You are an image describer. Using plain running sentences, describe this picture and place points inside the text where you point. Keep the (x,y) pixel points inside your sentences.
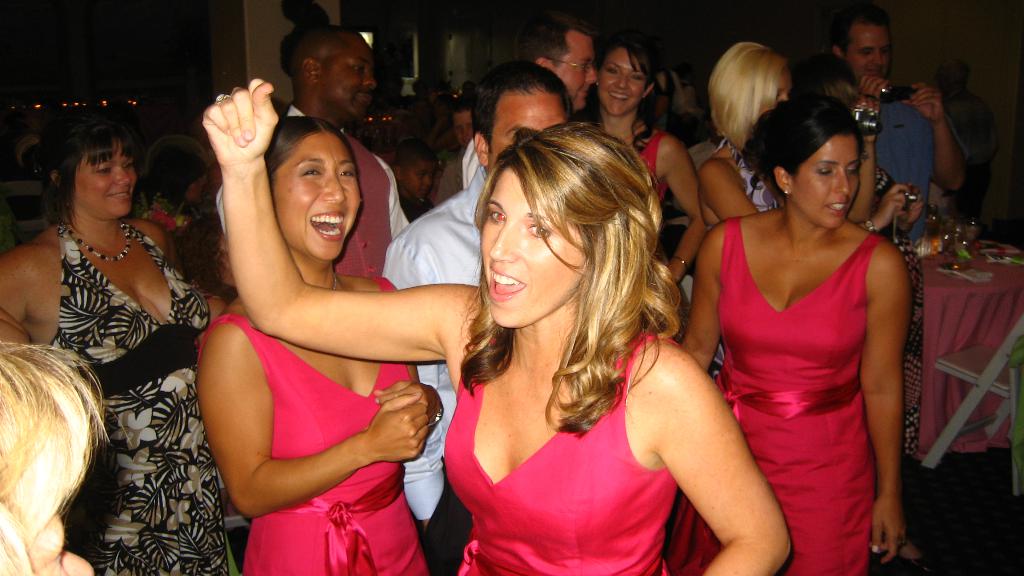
In this picture, we can see a few people (919,117), and two of them are holding camera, we can see the ground (965,487) and some objects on it, we can see table (1003,265) covered with cloth (1013,277), and we can see some objects (953,254) on the table (1021,290), we can see the chair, and we can see some lights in the top left corner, and we can see some objects (418,39) on top side of the picture (422,82), we can see the wall (430,77).
